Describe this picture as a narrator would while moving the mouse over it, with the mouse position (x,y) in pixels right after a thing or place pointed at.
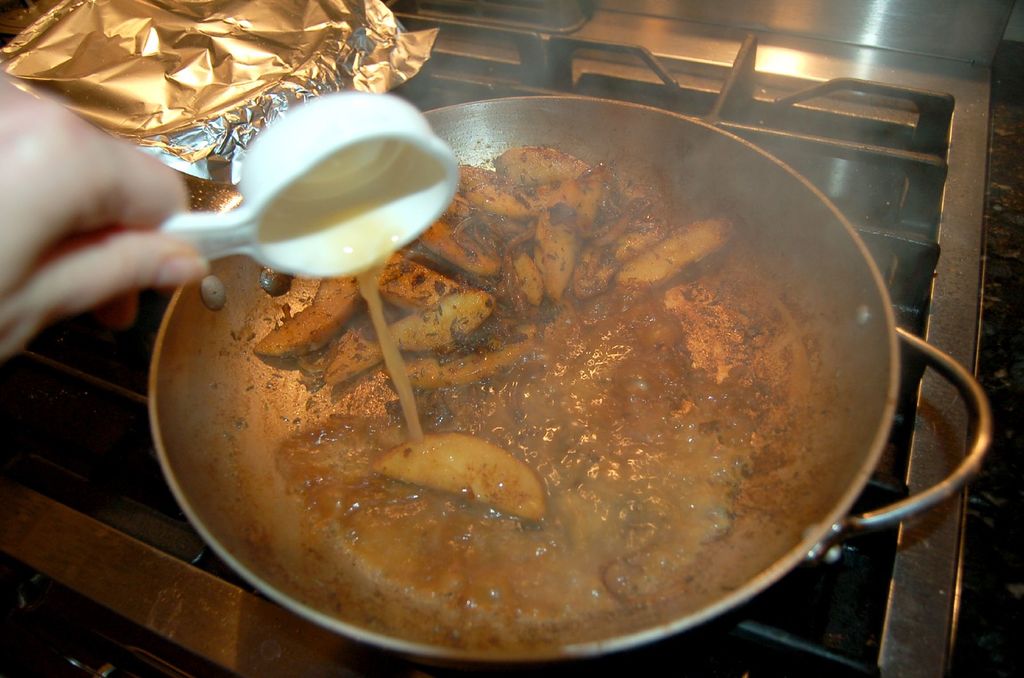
In this picture I can see the bowl (208,323) on the stove (694,77). I can see food item (488,339) in the bowl (195,330). I can see the hand (128,302) of a person (100,250) holding spoon (235,236).
